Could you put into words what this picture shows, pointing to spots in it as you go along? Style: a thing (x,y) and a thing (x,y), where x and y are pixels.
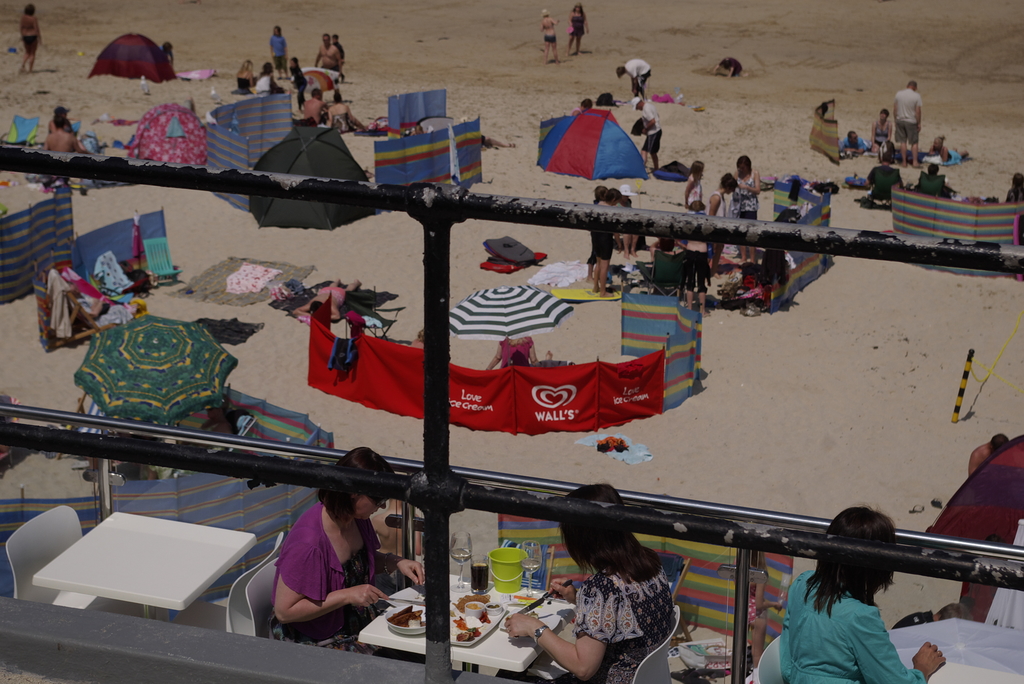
In this picture I can see there is a black color railing (927,570) and there is a empty table (200,576), chairs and there are two women (601,615) sitting at the table (372,624) and they are having their meal (464,614). Behind them, there is sand (688,412), there is a red color cloth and there are few people (692,254) standing at right side (699,198). There are few tents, there are few clothes (464,155) and there are few more tents (183,127) in the backdrop (187,139).
